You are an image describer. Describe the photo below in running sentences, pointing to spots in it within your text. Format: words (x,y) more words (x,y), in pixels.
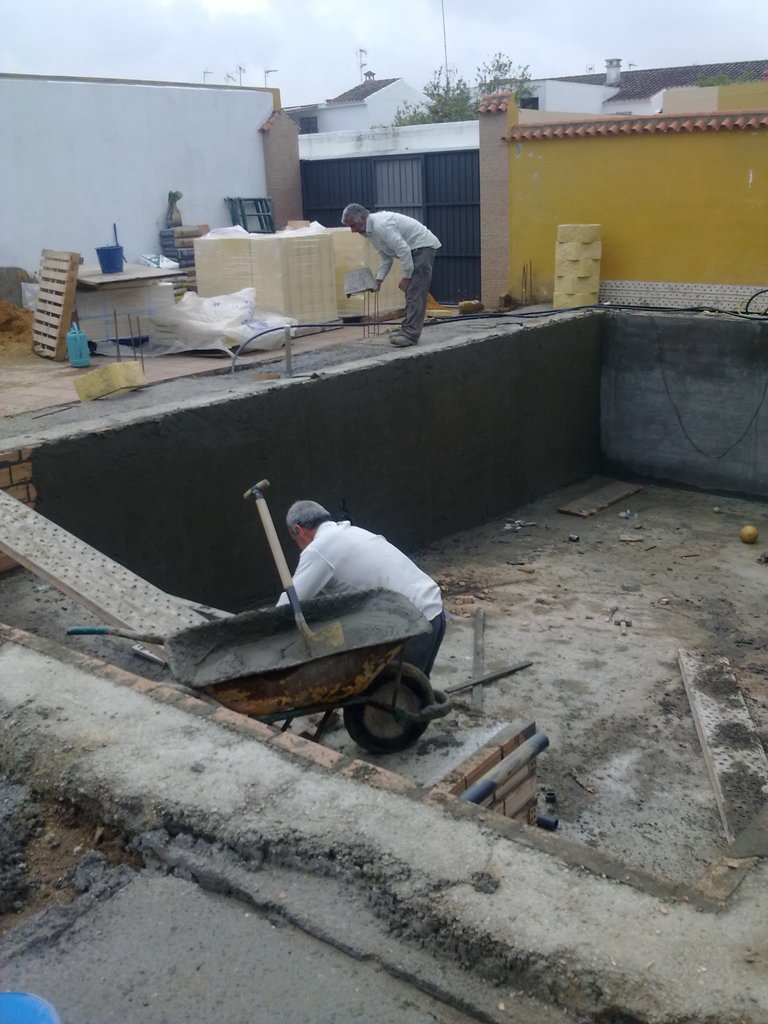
In the center of the image (418,659) there are people (352,583) constructing. There is a trolley (256,636) in which there are tools (258,493). In the background of the image (364,164) there is a gate (451,177). There is wall (112,187). At the top of the image (461,6) there is sky (228,17).
